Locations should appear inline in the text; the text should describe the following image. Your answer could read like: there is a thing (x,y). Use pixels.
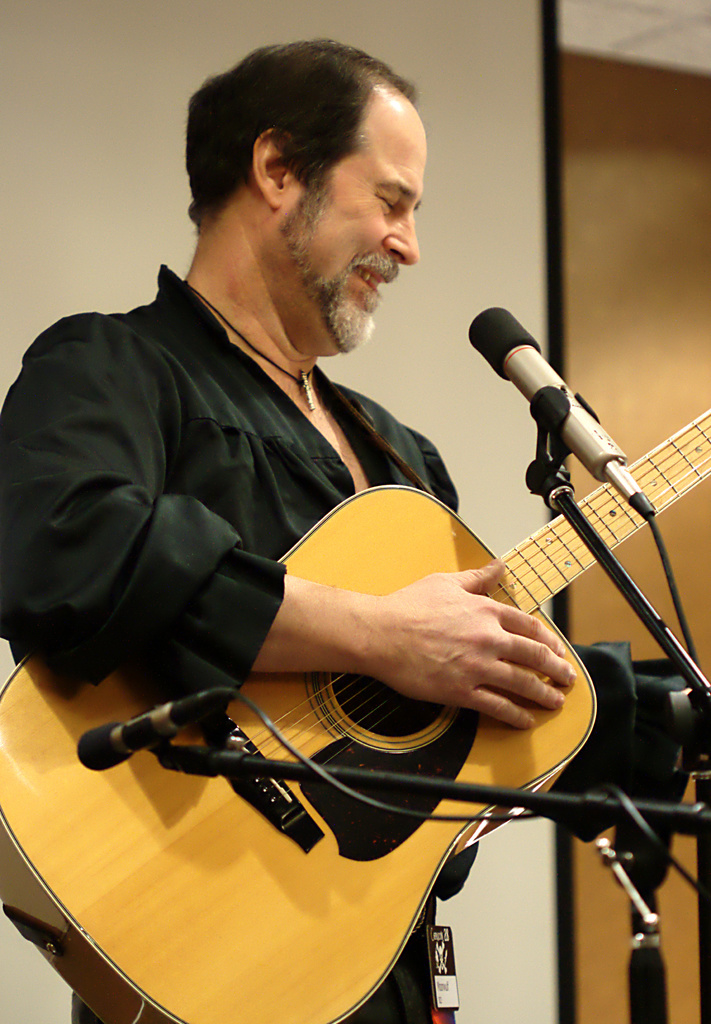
In this image, there is a person (282,332) wearing clothes (297,413) and playing a guitar (272,799). This person (410,638) is standing in front of the two mics (591,430). There is a wall (141,2) behind this person (219,686).
